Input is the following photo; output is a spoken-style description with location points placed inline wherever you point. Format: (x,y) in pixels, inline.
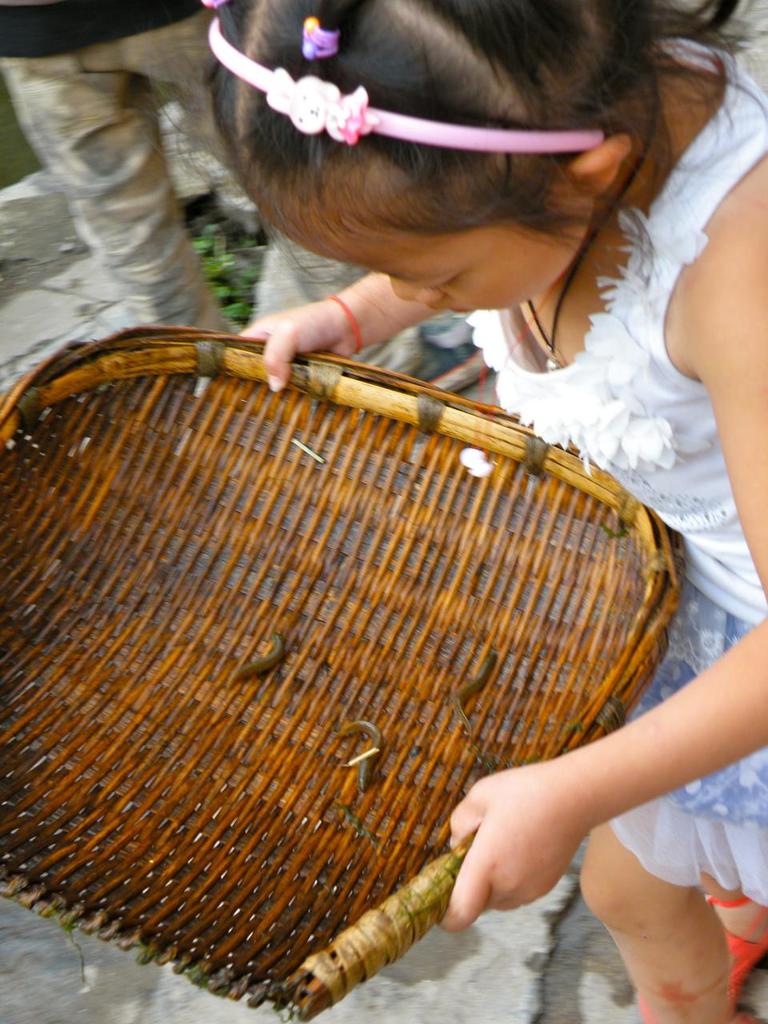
In this image we can see two persons (318,334) standing on the ground (52,210), one of them is holding an object (378,665).
